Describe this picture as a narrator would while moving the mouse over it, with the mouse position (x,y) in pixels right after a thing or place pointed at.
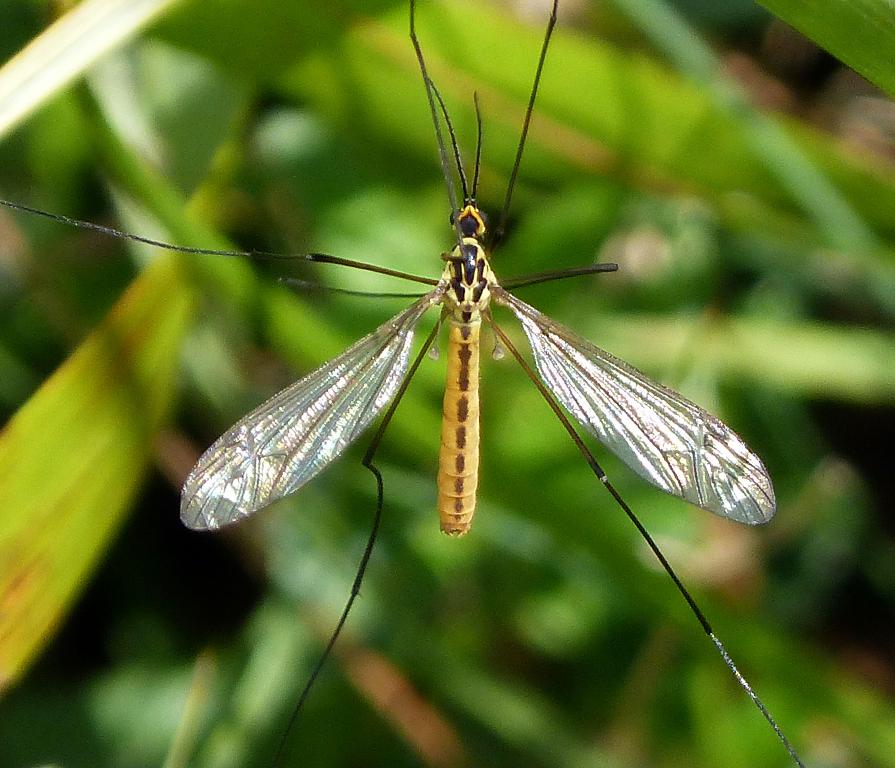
In this image I can see in the middle (472,288) there is an insect (648,410), at the background (491,446) there are green leaves (419,452).
